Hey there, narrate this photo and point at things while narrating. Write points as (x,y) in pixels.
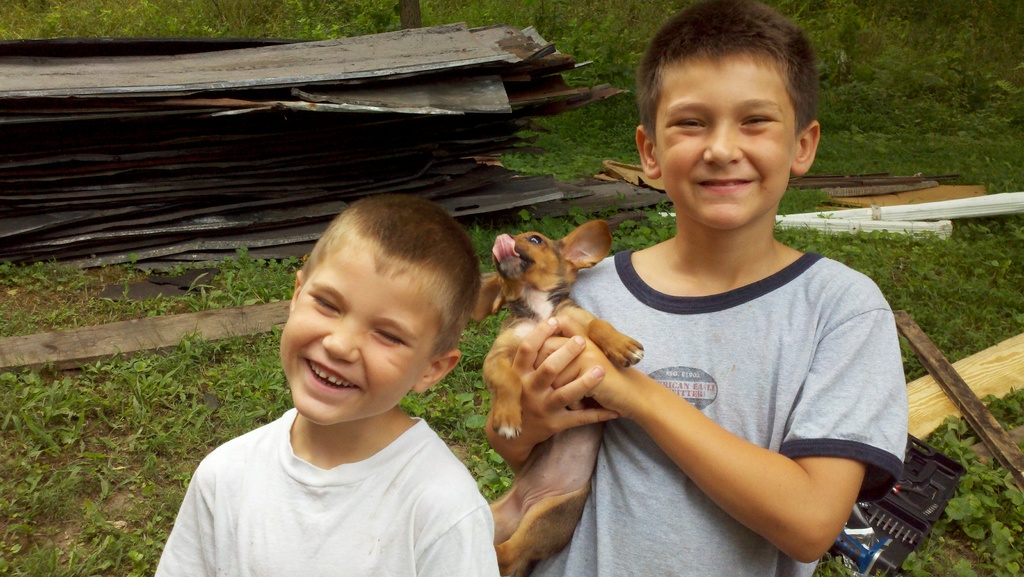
Here we can see two children (679,210) are standing and smiling, and here a boy (714,209) is holding a dog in his hands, and at back (251,355) here is the grass (108,440).
